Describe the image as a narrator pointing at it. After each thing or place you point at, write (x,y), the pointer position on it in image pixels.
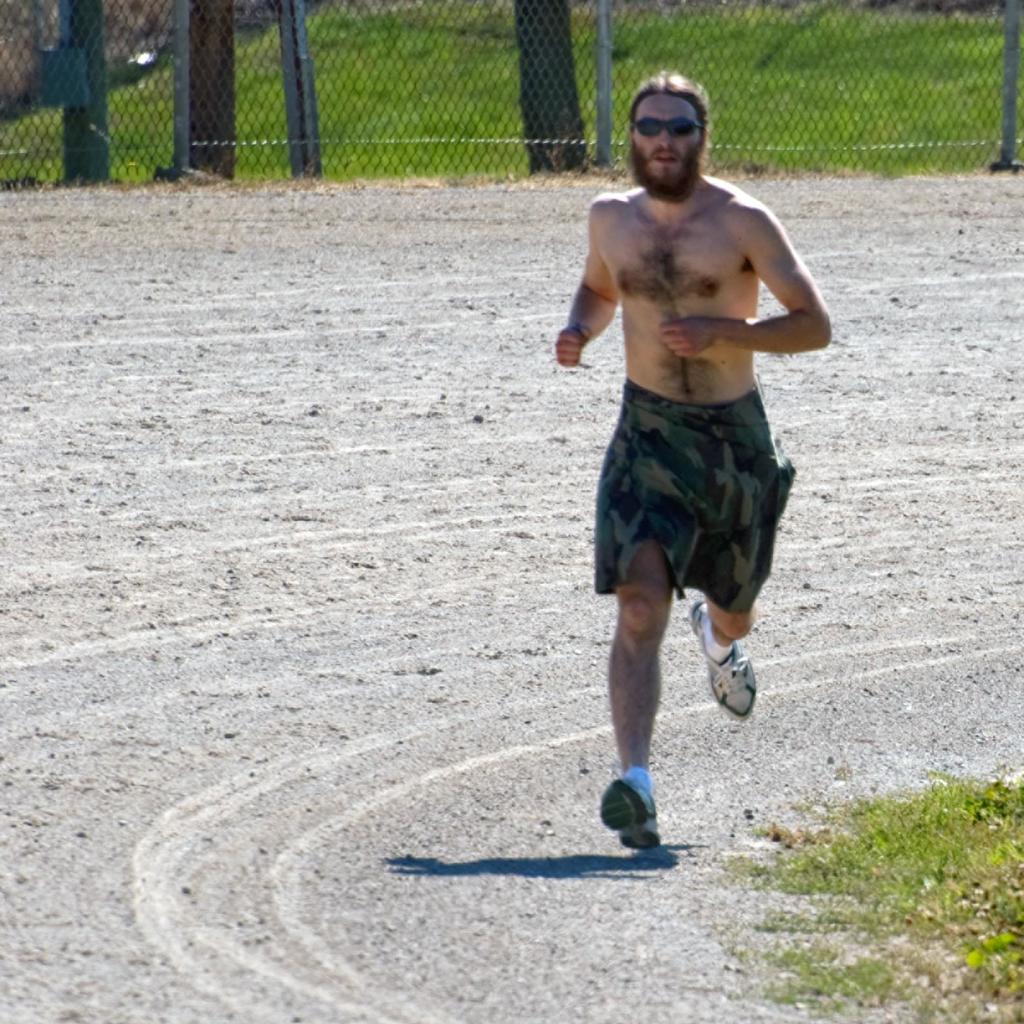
In this picture we can see a person (761,475) running on the road (879,233). Some grass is visible on the path (269,202). There is some fencing (473,73) in the background (381,39).
